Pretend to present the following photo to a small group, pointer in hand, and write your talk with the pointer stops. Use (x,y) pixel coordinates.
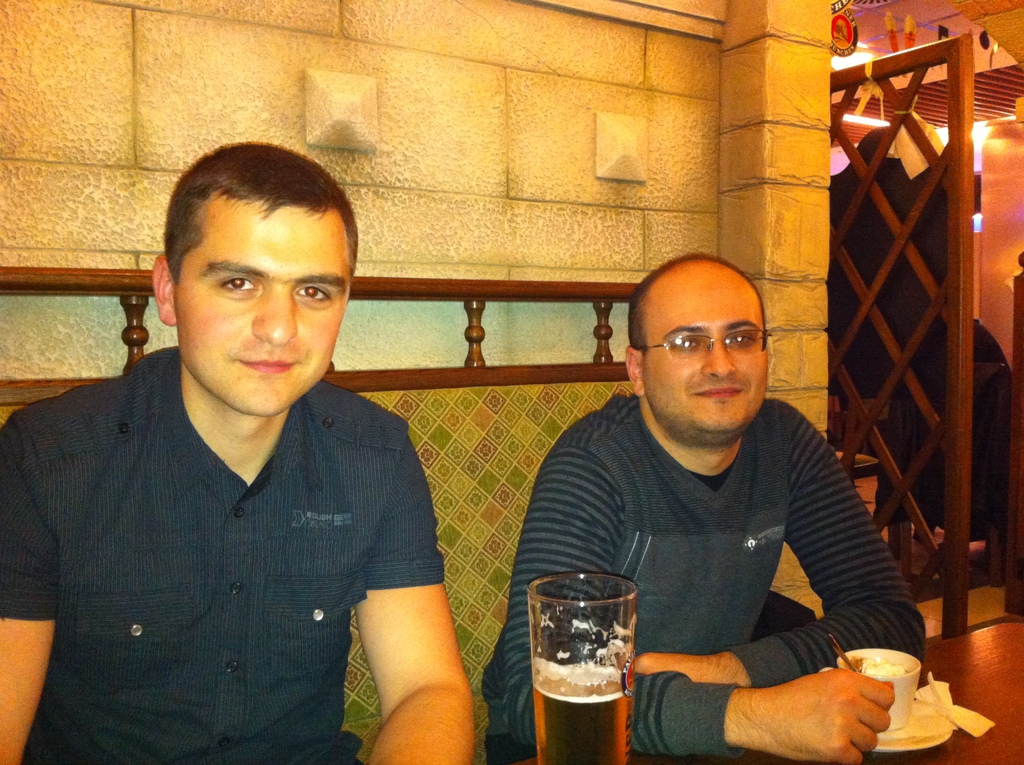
this picture is inside a room (459,644). There are two person (372,455) sitting. they both are looking happy. both of them are wearing blue shirt (203,552). They are sitting on a sofa (490,638). In front of them there is a table (969,690) on the table (979,682) there is cup (904,704), plate (907,735) and a glass (587,728). Beside them there is a fence (954,552). Background (672,166) is wall (369,118).
